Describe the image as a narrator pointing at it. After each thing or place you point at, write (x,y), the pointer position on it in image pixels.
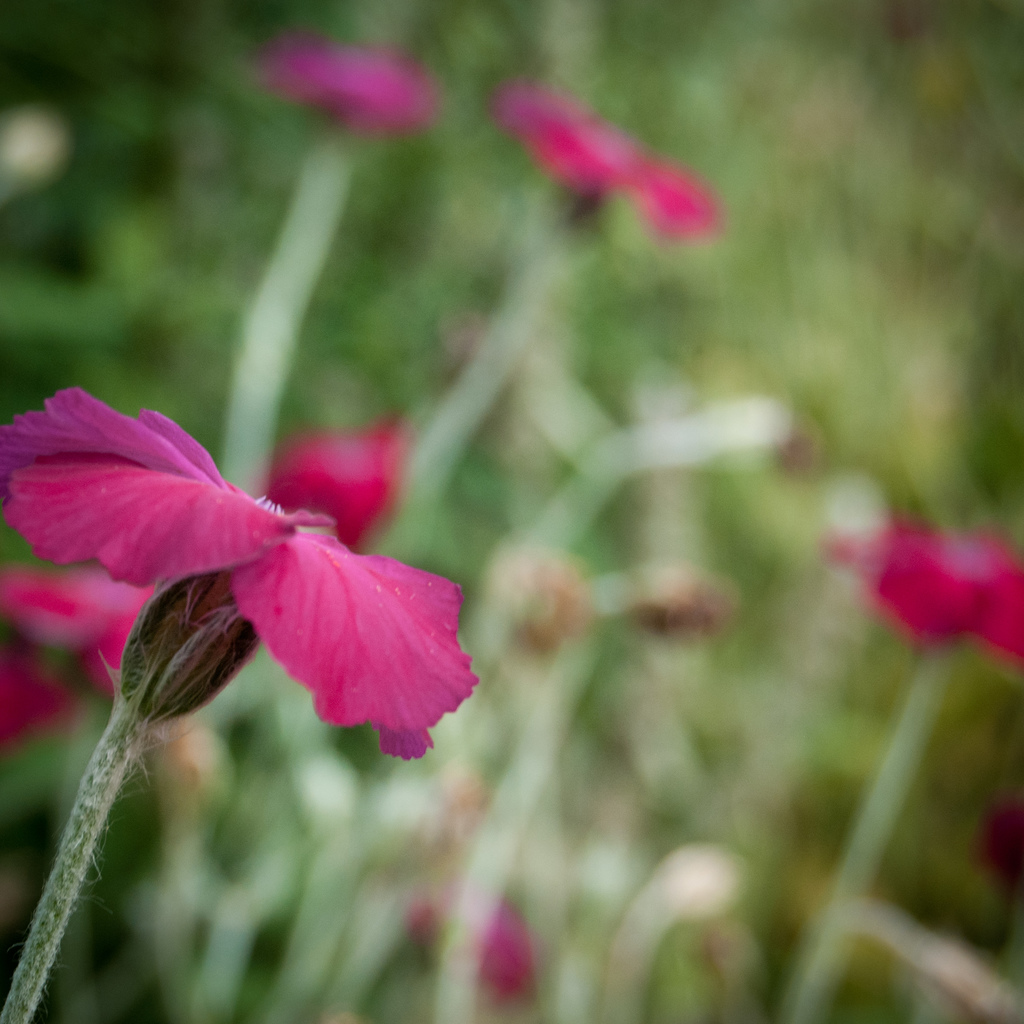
In this image there are flowers (105,617) and the background (911,284) is blurry.
